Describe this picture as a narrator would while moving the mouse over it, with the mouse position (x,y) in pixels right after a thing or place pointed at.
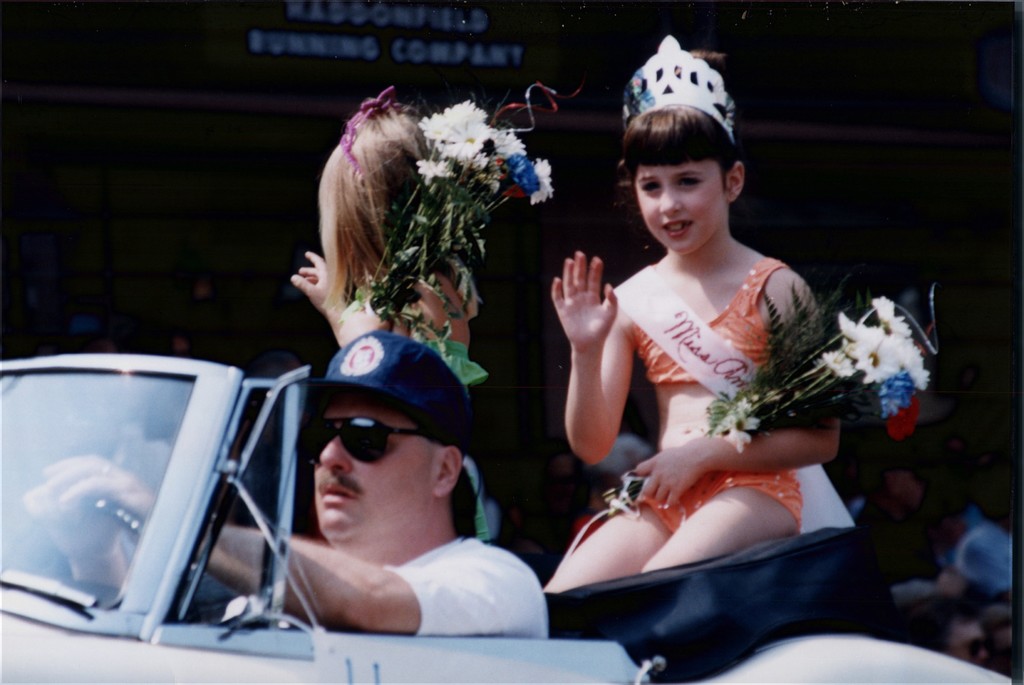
In this picture we can see a person (329,414) sitting on a car (263,430) and holding a hand (145,497) on steering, and at the top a girl (682,301) is sitting and holding a bunch of flowers (803,366), in her hand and right to opposite a girl (399,152) is standing, and holding a flowers (452,206) in her hand (424,285).
